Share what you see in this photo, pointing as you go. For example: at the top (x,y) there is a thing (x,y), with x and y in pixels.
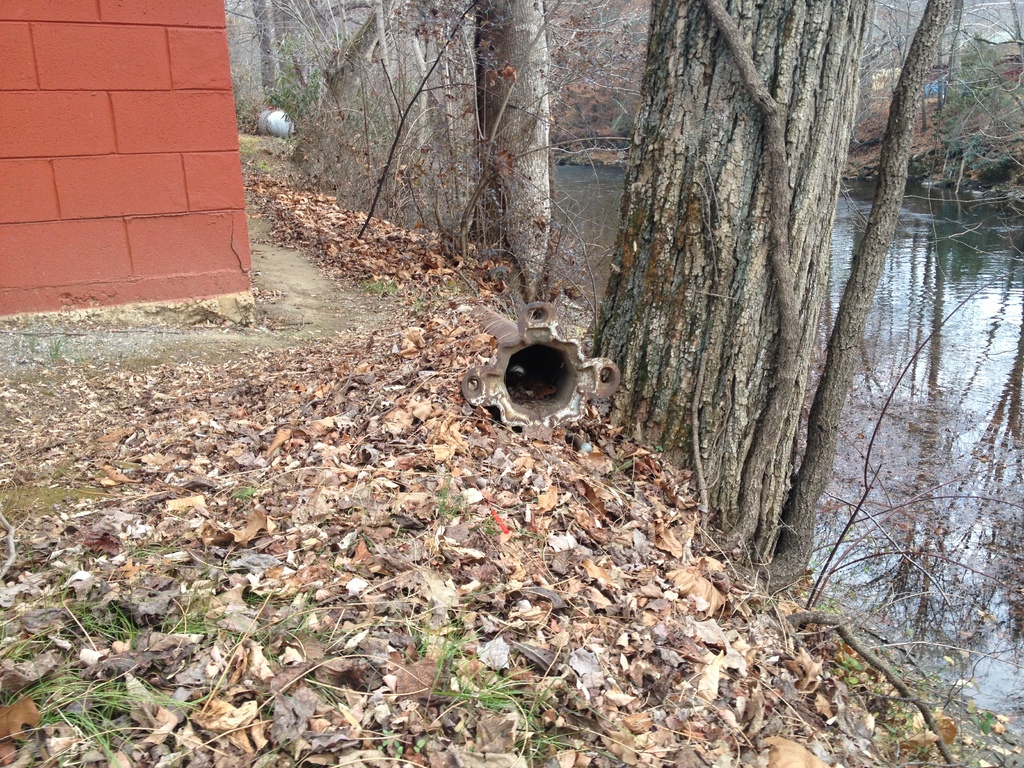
The picture is taken alongside a canal (868,406). In the foreground of the picture (372,547) there are dry leaves (399,401), grass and an iron pipe (501,360). At the top (680,224) there are dry leaves (387,233), trees (629,179), canal (1006,301) and grass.
